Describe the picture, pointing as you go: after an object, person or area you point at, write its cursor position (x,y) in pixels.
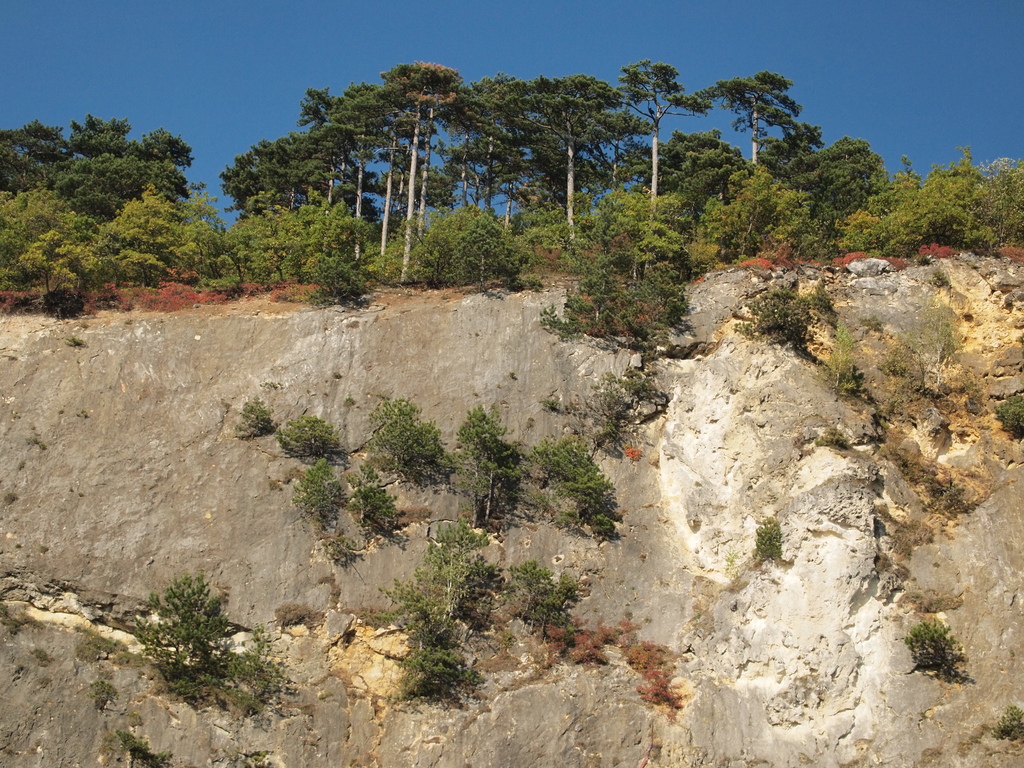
In the center of the image (420,303) we can see the sky (224,214), trees (516,246), plants (554,610), stones (656,606) and a few other objects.
